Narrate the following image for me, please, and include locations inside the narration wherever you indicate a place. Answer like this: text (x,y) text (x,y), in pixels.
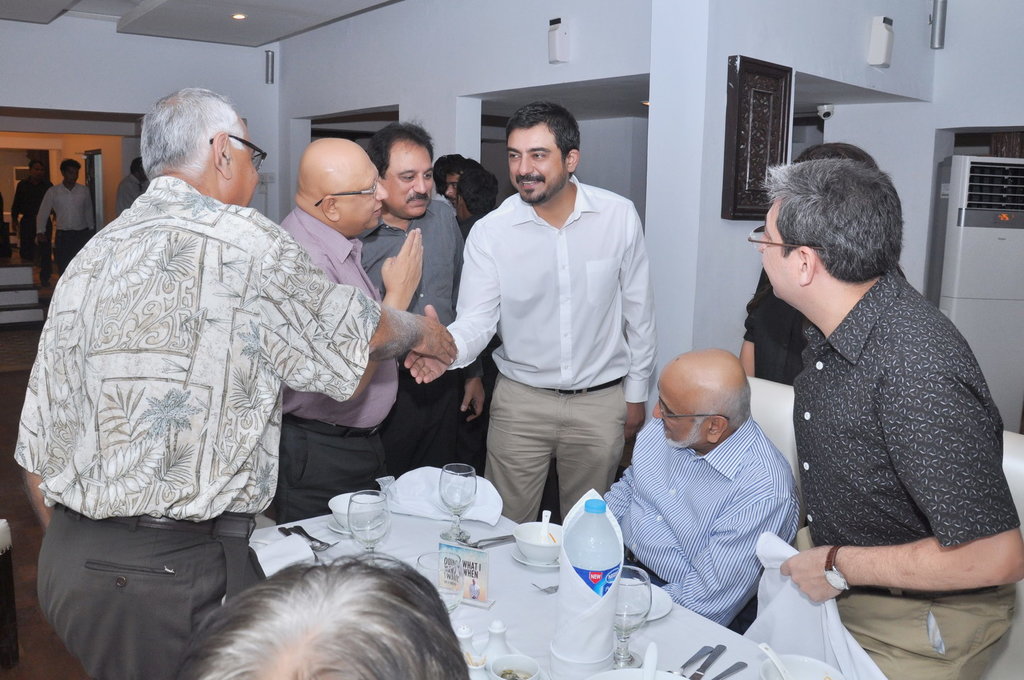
In this image there are a group of people (541,322) who are standing, and there are two persons (446,331) who are shaking their hands (430,342) with each other. And two persons (683,447) are sitting on chairs (759,406) and there is one table (737,651), on the table (426,547) there are some glasses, bowls (533,556), spoons (704,647), bottle (590,577) and some other objects (461,585). And in the background (738,148) there are some persons (118,197), photo frame (740,118) on the wall (665,232), and on the right side (962,199) there is some object (962,199) and in the background (137,81) there is a wall (915,180) and on the left side (25,296) there are some stairs (25,300). At the top (188,16) there is ceiling (248,18) and lights (233,14), and also on the wall (757,24) there are some objects (890,21). At the bottom (35,562) there is floor (33,591).
